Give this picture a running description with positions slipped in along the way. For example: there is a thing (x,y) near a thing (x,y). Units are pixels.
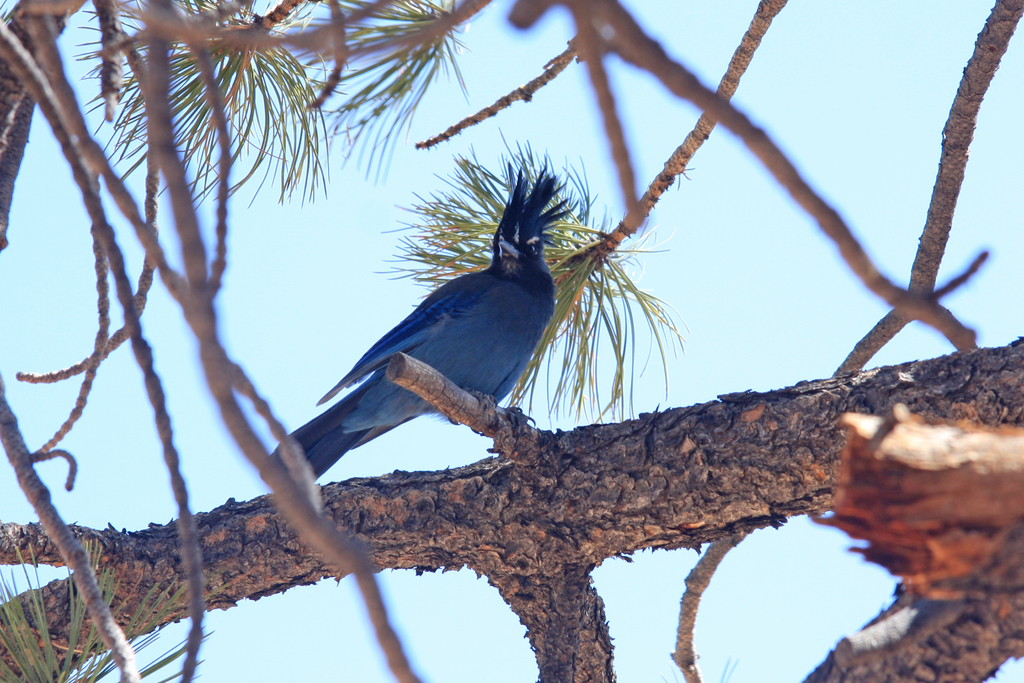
In this picture there is a bird (524,284) and we can see branches (523,429), stems (5,220) and leaves (28,664). In the background of the image (735,617) we can see the sky (762,630).
